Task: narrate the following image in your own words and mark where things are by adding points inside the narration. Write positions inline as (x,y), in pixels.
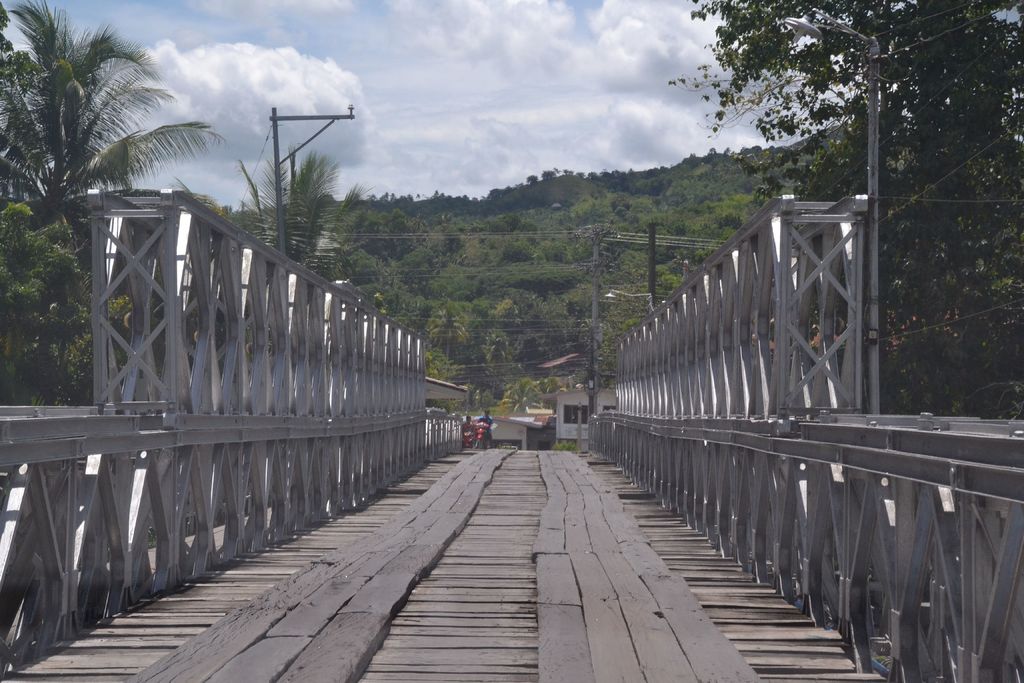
In the foreground (471,605) I can see a bridge (376,612), two persons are riding bikes (490,431) and light poles (877,367). In the background (561,313) I can see trees (442,287), wires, mountains (499,244), houses (605,404) and the sky (498,111). This image is taken may be during a day.
